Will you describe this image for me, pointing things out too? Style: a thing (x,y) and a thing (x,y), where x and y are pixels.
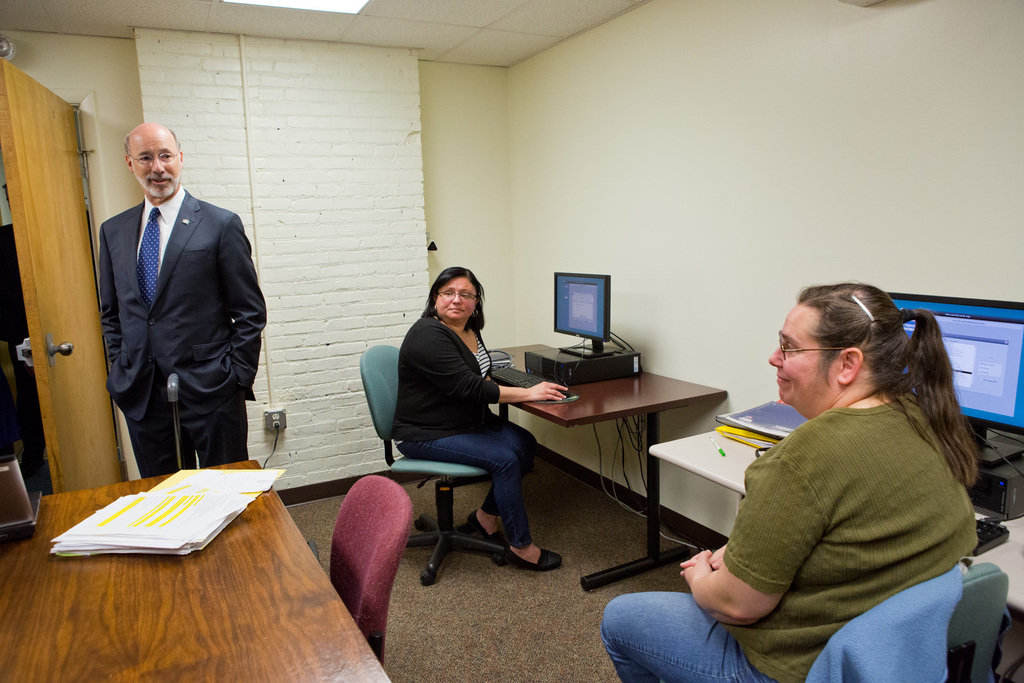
As we can see in the image there is a white color wall (674,204), three people (792,496) over here and there is a table (619,414). On table (656,377) there are computers (579,317). On the left side (75,567) there is another table (61,575). On this table (128,573) there are papers (177,505).
